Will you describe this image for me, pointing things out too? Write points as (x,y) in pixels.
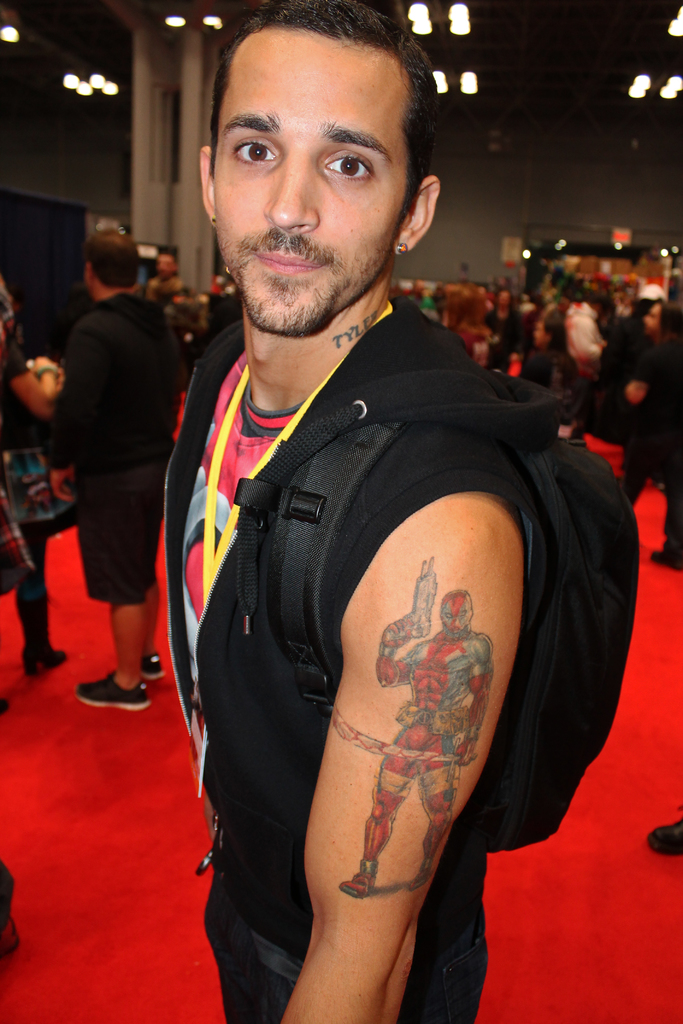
In this picture I can see in the middle (365,663) a man (363,607) is standing, he is wearing black color sweater (401,455) and a bag (528,664), in the background (86,478) a group of people (45,417) are there. At the top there are ceiling lights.
